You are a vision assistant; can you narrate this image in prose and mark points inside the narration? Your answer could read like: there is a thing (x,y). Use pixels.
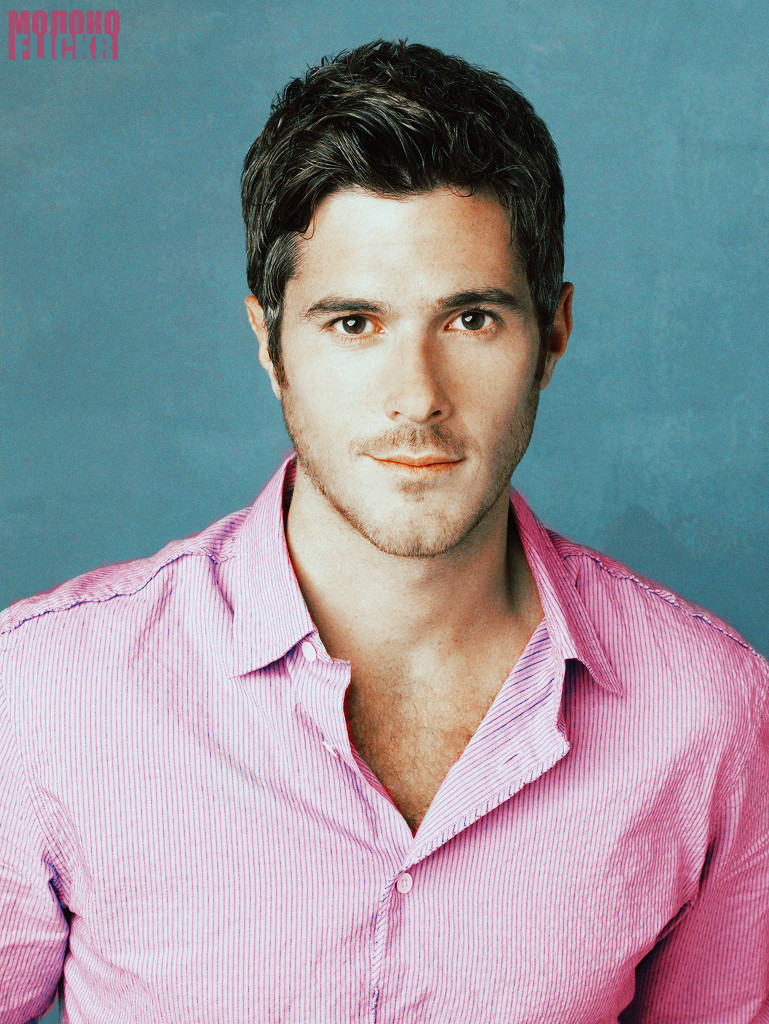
In the foreground of this picture (353,464) we can see a man (341,767) wearing a shirt (355,843) and seems to be standing. We can see the colored background (221,357). At the top left corner (49,18) we can see the text (26,44) on the image.
